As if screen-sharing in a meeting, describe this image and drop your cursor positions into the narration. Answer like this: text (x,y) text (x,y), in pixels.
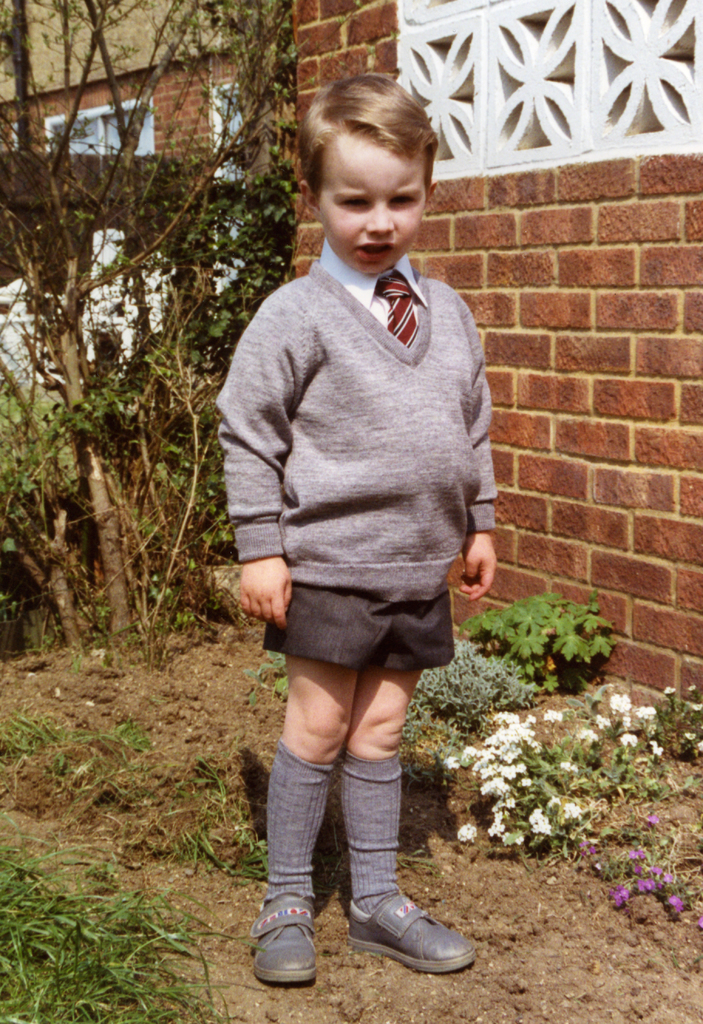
In this picture we can see a boy (333,670) standing. We can see some grass (138,965), flowers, plants (243,239), brick wall (627,318) and other objects (17,205).
